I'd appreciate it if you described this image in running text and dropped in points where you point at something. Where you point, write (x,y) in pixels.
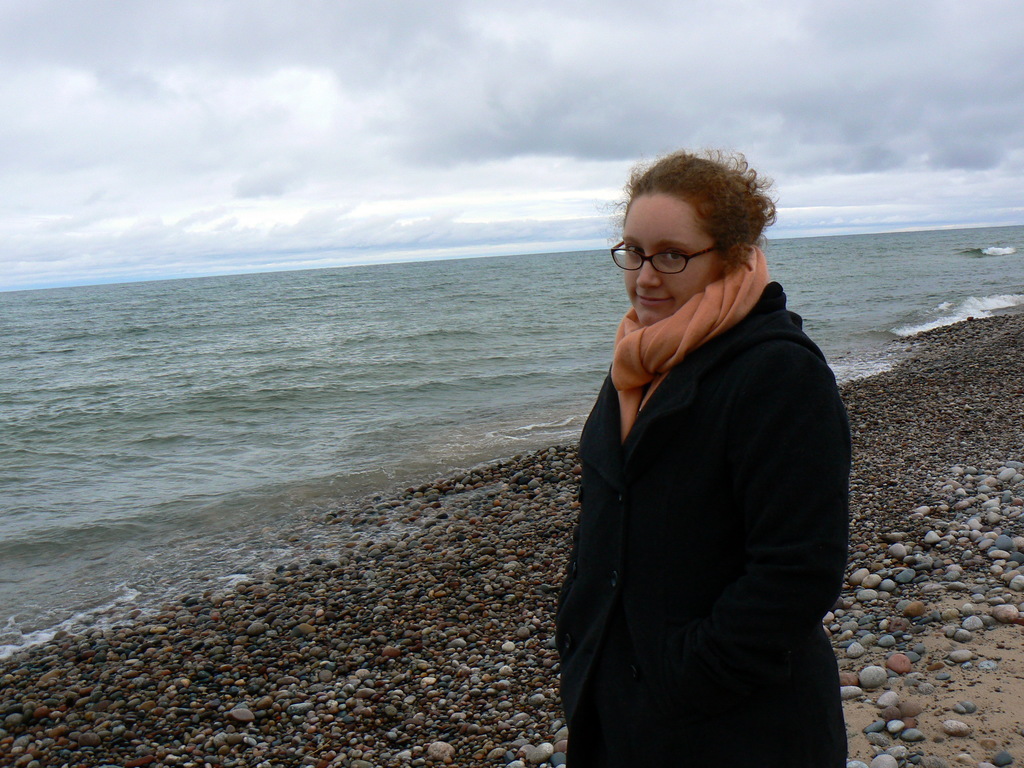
In this image there is a lady (709,511) standing, in the background (241,720) there are stones (906,451), the sea (76,591) and the sky (311,91).
